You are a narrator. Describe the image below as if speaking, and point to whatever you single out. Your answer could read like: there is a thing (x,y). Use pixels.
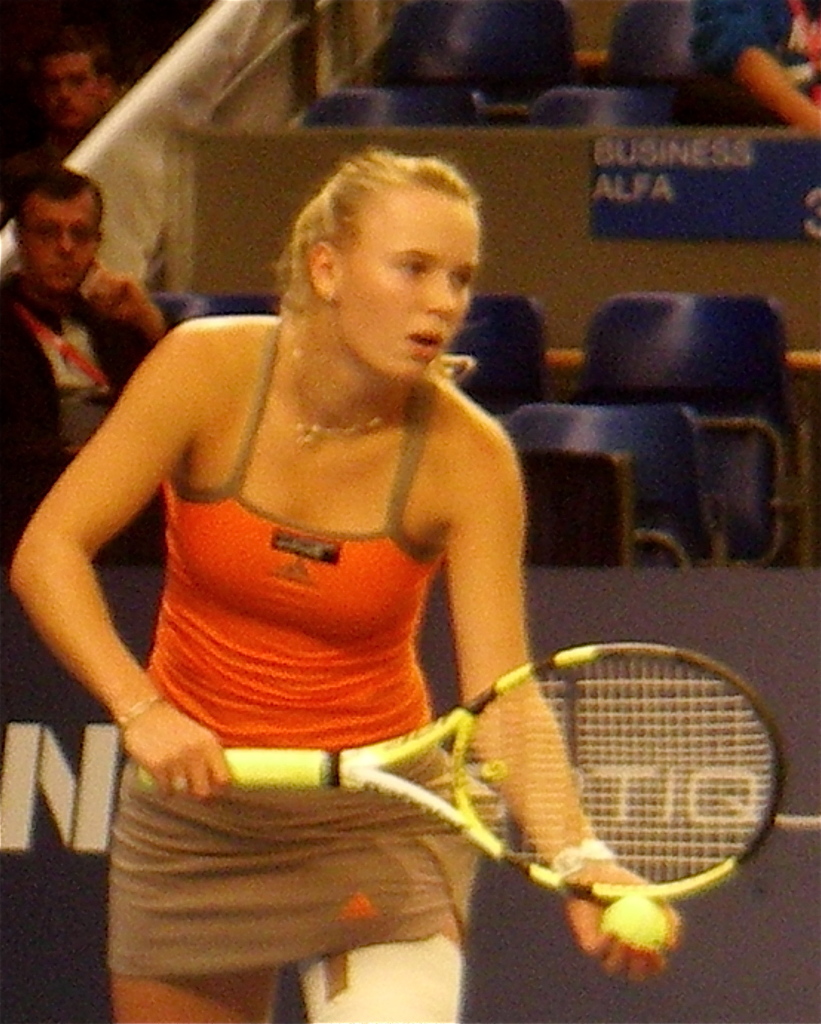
The picture is of a woman (507,721) playing tennis, she is holding a racket (568,771) and a ball (653,924). In the background (744,469) there are chairs (186,299) and hoarding (770,624). There are few people (774,74) seated and looking the game.
